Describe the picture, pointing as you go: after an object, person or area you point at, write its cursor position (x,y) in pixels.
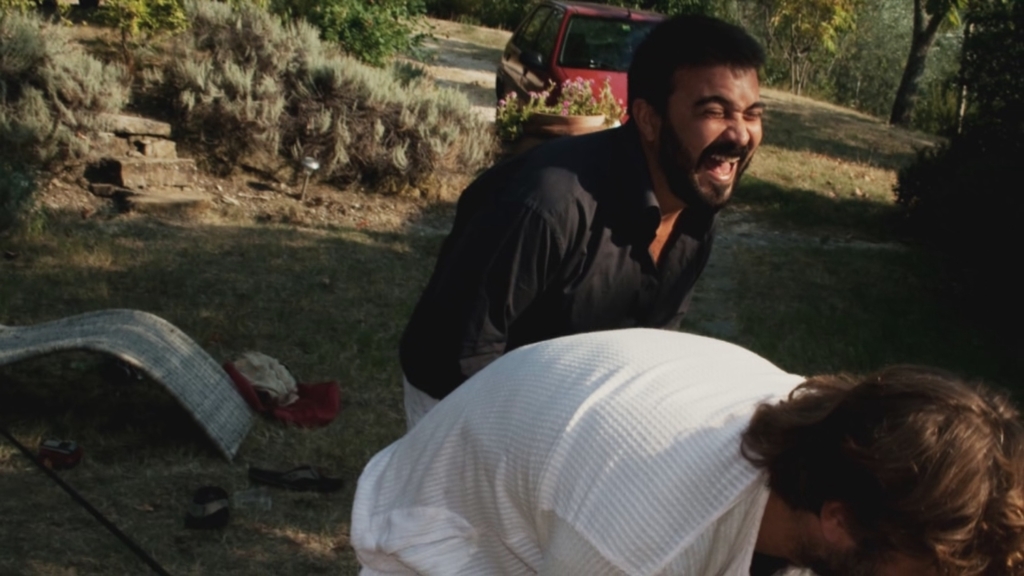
In this image I can see two people (563,484) with white and black color dresses (602,436). To the left (96,512) I can see the footwear (220,517) and few objects (280,359) on the ground (166,449). In the background (510,129) I can see the grass (141,497), flower pot (527,130) and the vehicle (555,68). I can also see many trees (796,67).
